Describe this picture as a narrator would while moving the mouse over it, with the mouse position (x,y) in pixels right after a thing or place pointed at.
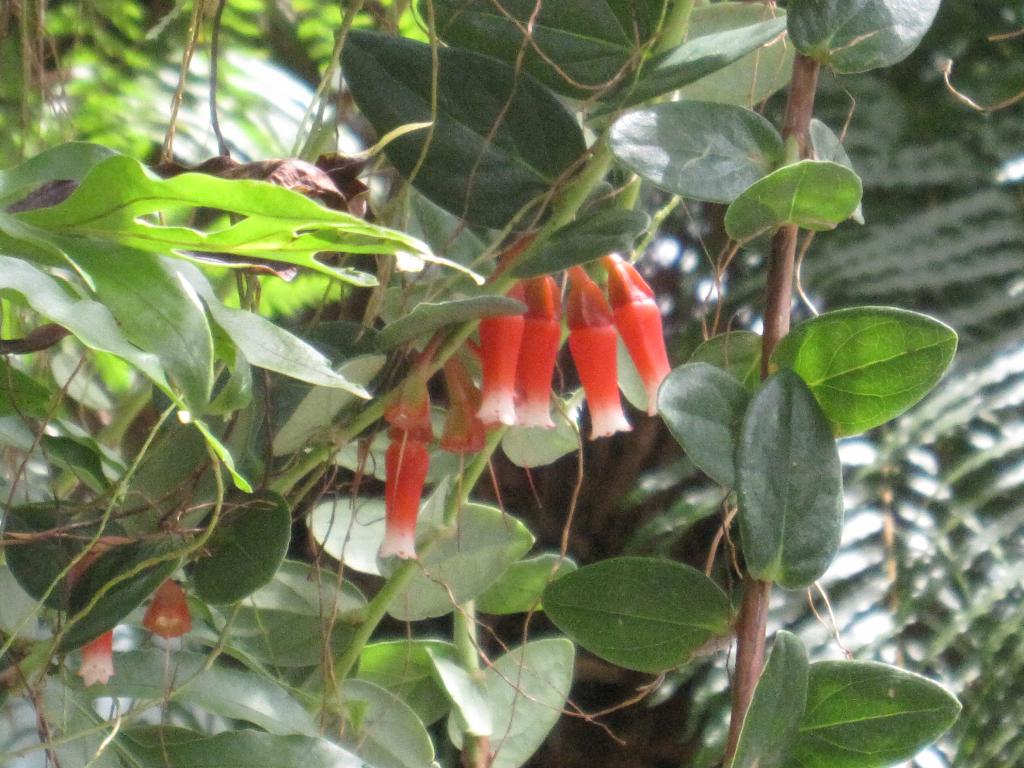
In this picture we can see some orange flowers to the plants (368,308). Behind the flowers (534,338) and there are leaves (815,440).
